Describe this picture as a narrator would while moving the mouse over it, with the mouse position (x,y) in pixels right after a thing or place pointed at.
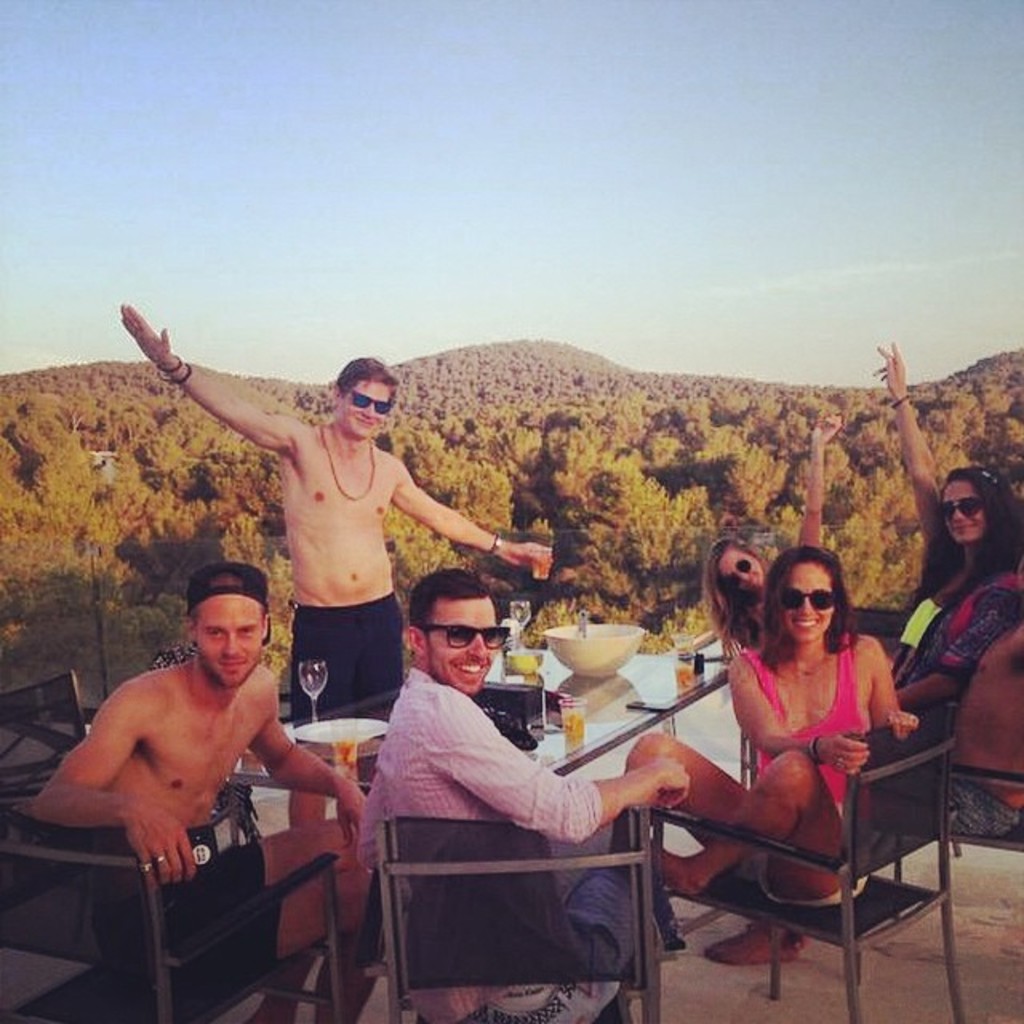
The picture is taken outdoor where five people (439,761) are sitting and one person (356,553) is standing with a glass (546,570) in his hand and there is a table (562,751) in front (554,763), of it there are glasses (577,731), cups (565,719) and plates (373,733) are present and behind them there are trees (429,422) and mountains (530,359).
